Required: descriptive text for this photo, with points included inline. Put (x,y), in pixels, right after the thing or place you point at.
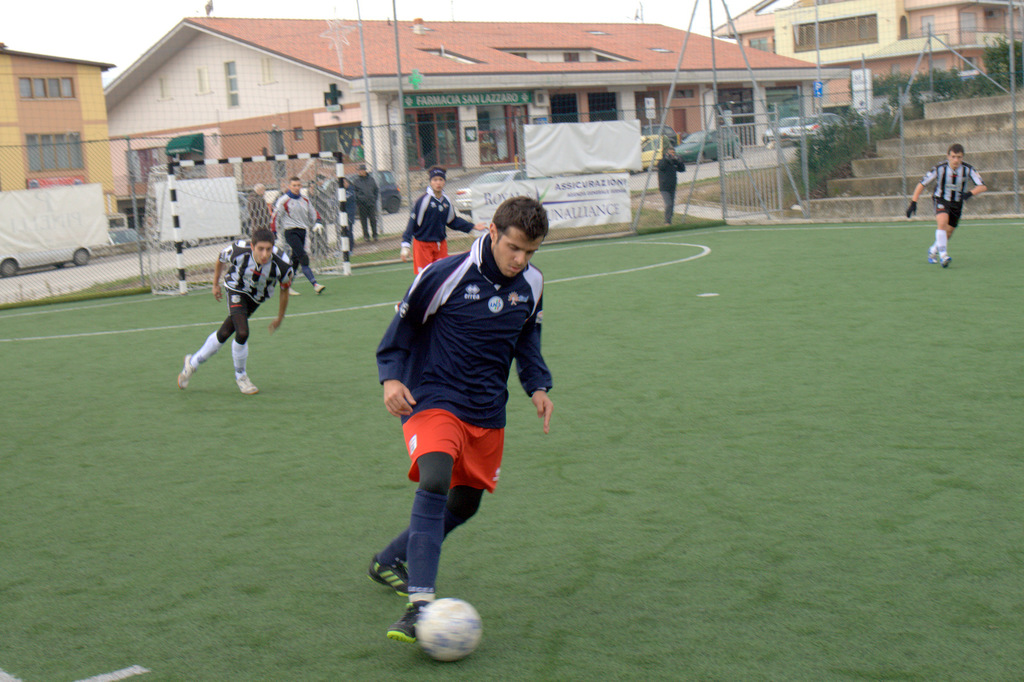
In this image I can see a ground (703,610) and few people (384,581) on it, here I can see a football (449,644). In the background (452,139) I can see few buildings (571,121) and few more people (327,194).
